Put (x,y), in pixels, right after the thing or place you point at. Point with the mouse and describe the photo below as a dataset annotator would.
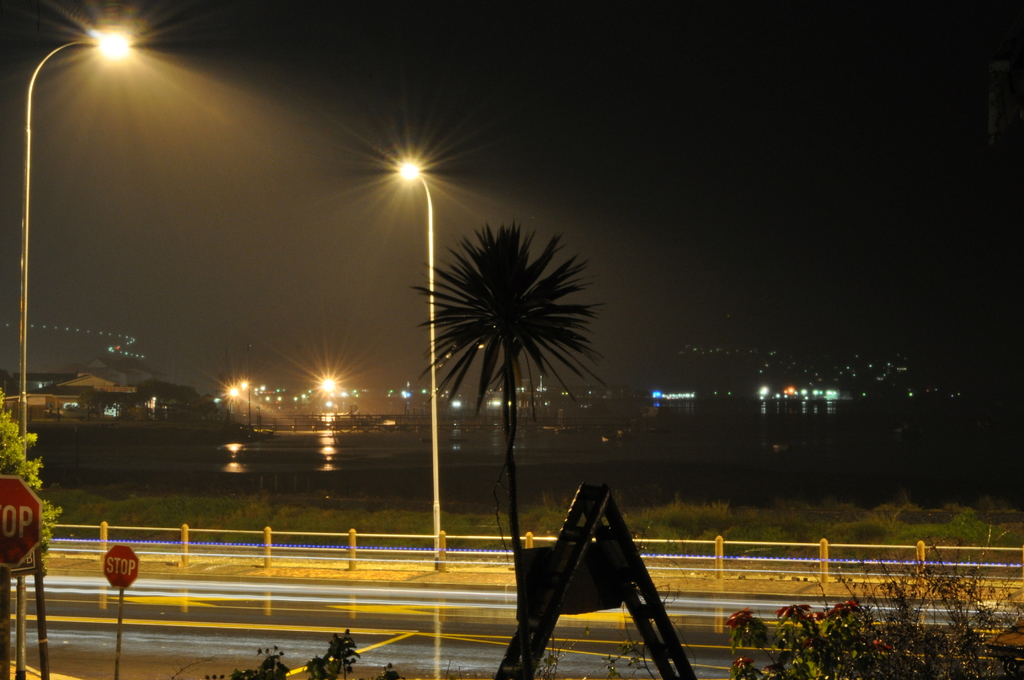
In the image we can see there are plants (801,677) and trees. There are sign boards (18,562) on which its written ¨Stop¨ and there is a ladder (576,561) kept on the ground (507,642). There are iron poles fencing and there are street light poles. Behind the background (863,255) is dark and the sky (357,95) is dark.
